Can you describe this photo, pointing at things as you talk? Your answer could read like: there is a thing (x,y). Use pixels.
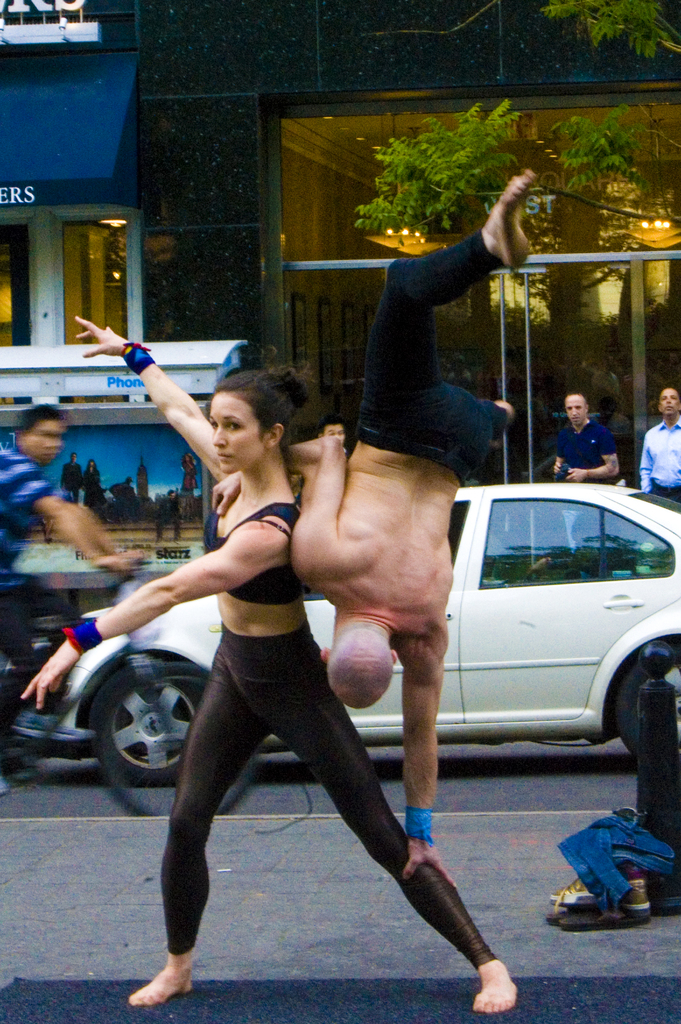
In this image there is a girl (277,658) standing on the mat (428,1004). Beside the girl (261,576) there is a man (342,531) who is doing the gymnastics by holding her. In the background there is a road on which there are vehicles (102,648). Beside the road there is a building (196,162). On the footpath (642,957) there are shoes (569,915), clothes (598,840) and a pole (646,727). There are few people (614,459) watching by standing on the footpath (289,953). On the right side (602,148) top there is a tree (620,135).
